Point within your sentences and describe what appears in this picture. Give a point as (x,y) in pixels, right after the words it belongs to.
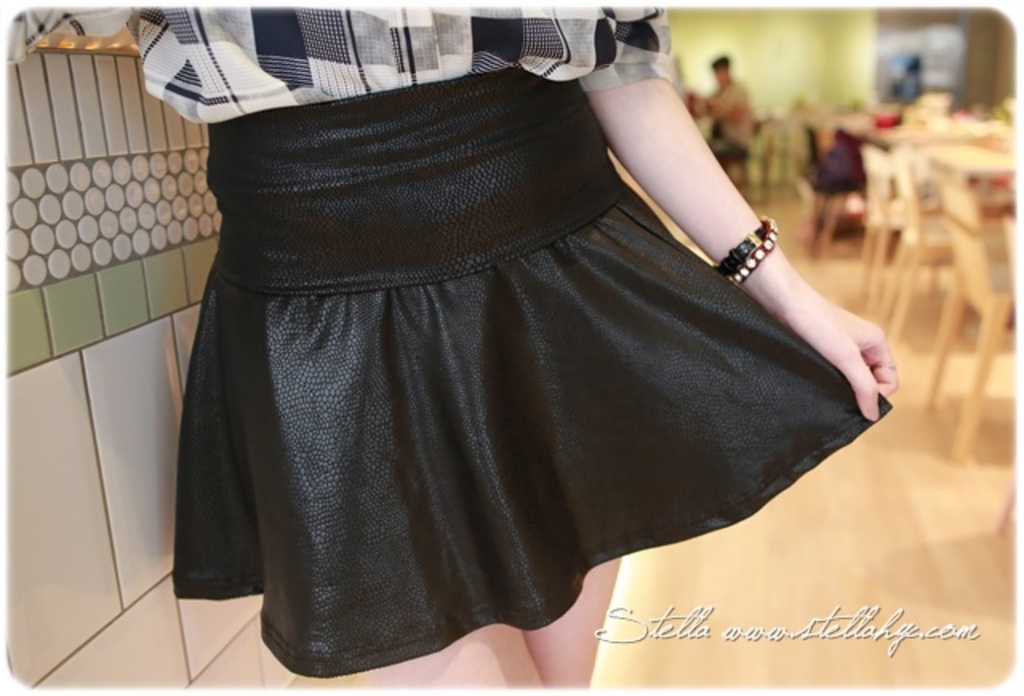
Here we can see a woman (627,313). There are chairs (895,304), tables (975,170), and a person (712,112). In the background (760,80) we can see a wall (782,78).
